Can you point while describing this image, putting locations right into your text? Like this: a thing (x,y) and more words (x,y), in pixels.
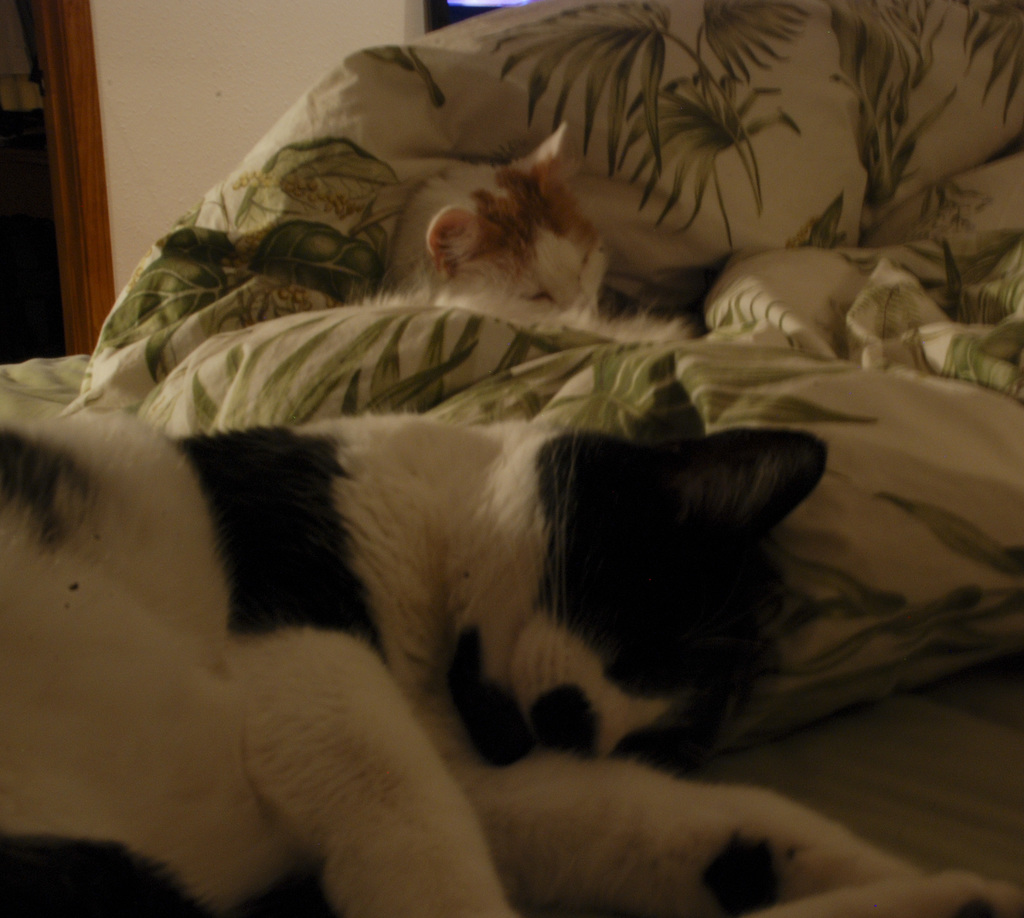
In the picture we can see two cats (668,524) are sleeping on the bed (821,166). In the background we can see the wall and door wooden frame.
